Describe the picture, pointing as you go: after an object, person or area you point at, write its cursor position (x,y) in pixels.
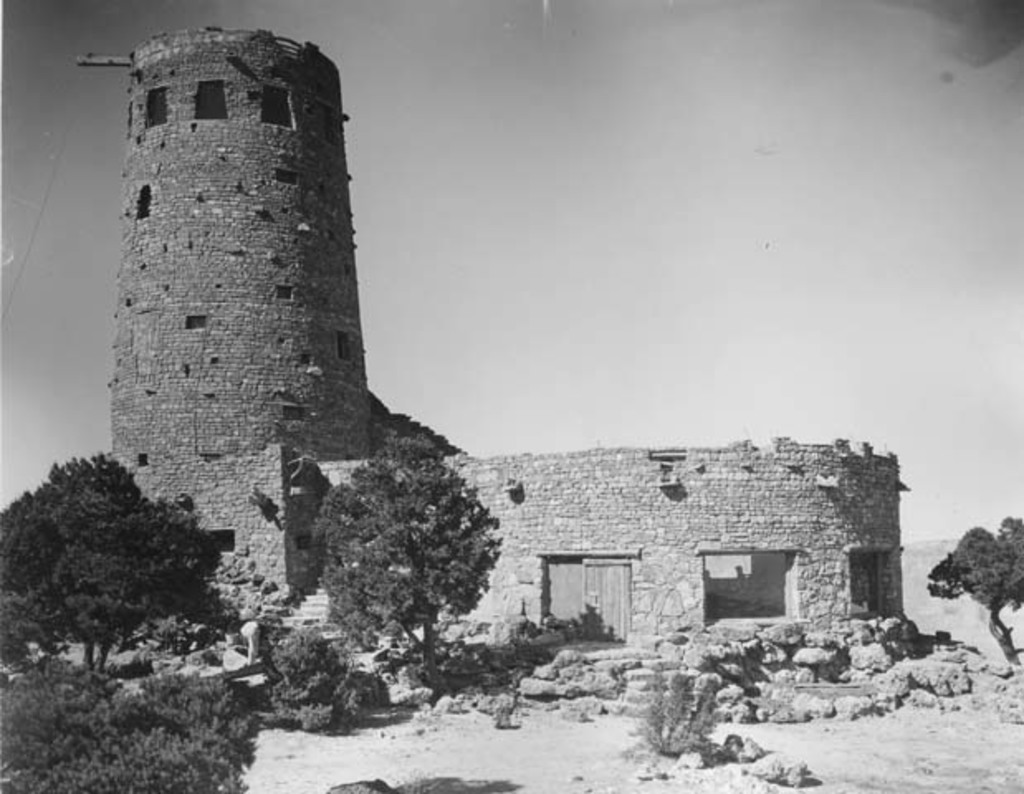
This is a black and white image. In this image, on the right side (1000,559), we can see some trees (1000,557). On the left side (94,696), we can see some trees (205,695) and staircase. In the background (335,462), we can see some rocks (701,666), staircase (630,651), doors (614,625) and a building (187,316). At the top (616,173), we can see a sky (788,387) which is clear, at the bottom (830,728), we can see a plant (677,749) and a land (1023,724) with some stones (867,640).
